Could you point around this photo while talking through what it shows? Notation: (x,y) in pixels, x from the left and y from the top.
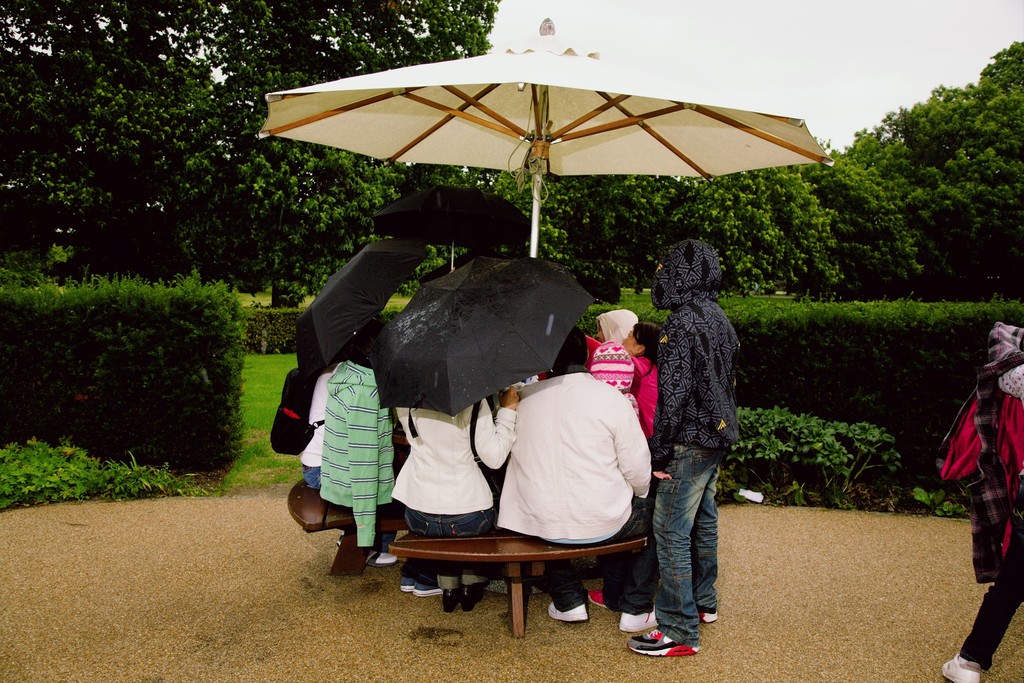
Here people (635,487) are sitting under the umbrella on the bench (500,531), here there are trees (389,168).
